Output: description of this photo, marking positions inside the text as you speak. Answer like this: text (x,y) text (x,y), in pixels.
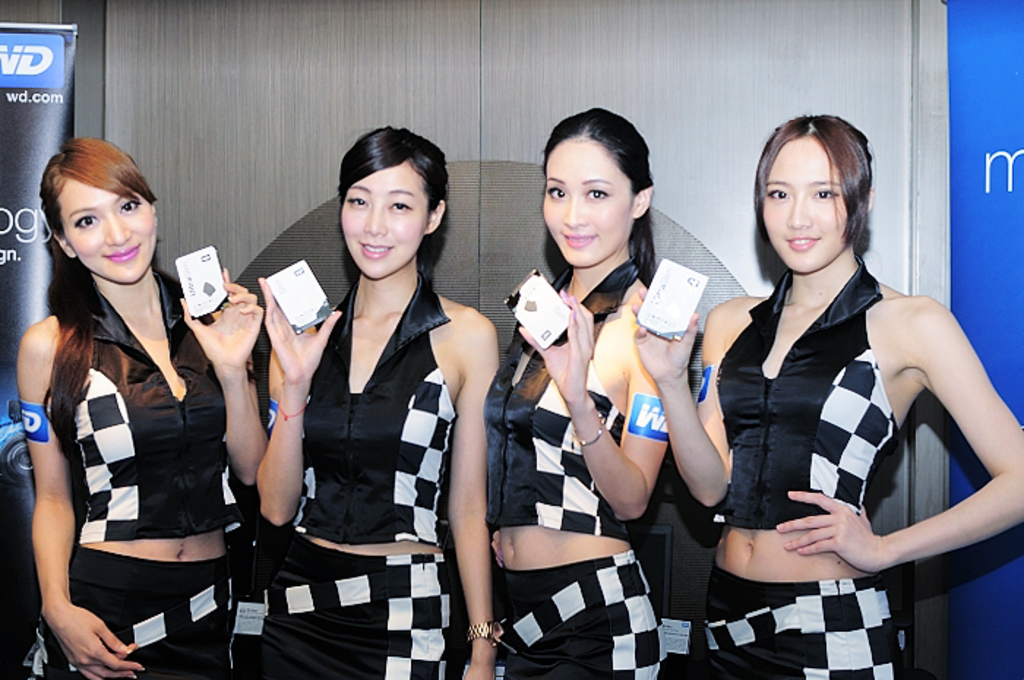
In this picture, we see four women (590,375) are standing. They are holding the white cards (300,319) in their hands (212,326). All of them are smiling and they are posing for the photo. Behind them, we see a board (522,80) in grey color. On the left side (14,81), we see a banner (24,229) or a board (29,316) in black and blue color with some text (24,51) written on it. On the right side (960,41), we see a banner (981,260) or a board (985,152) in blue color.
